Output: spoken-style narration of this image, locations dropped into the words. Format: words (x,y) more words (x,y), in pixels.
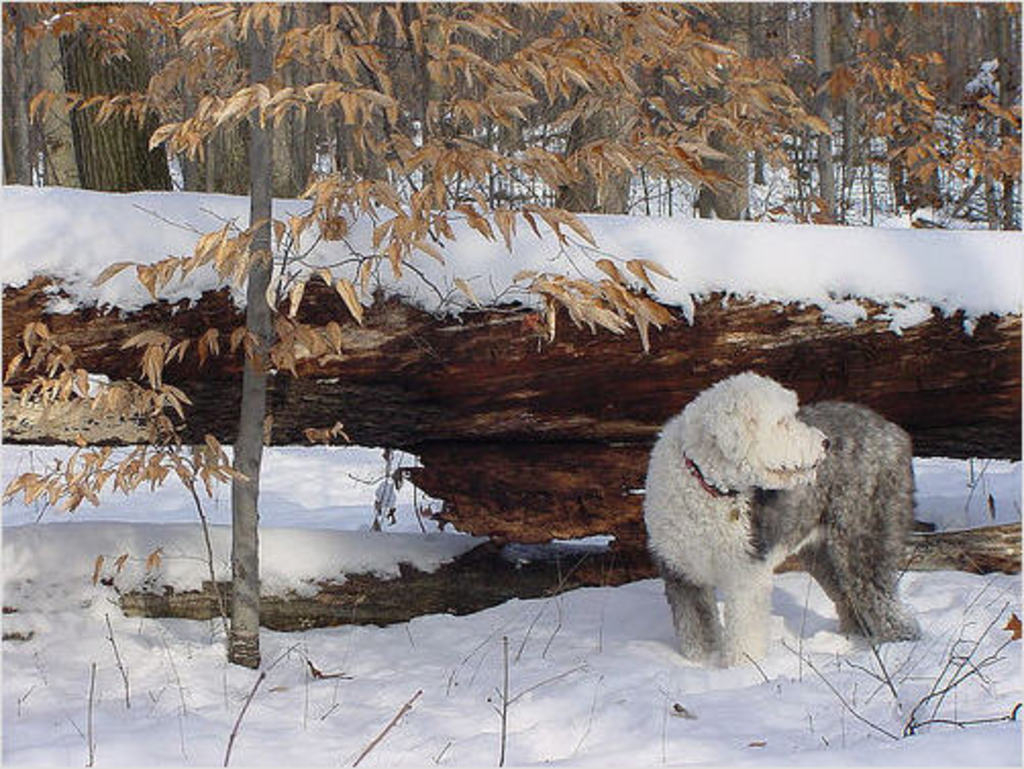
In the foreground of the picture (361,660) there are twigs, plant (251,325), dog (744,532) and soil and there is snow (468,702) also. In the center of the picture (400,281) there is snow (860,243). In the background (566,104) there are trees (713,109).
